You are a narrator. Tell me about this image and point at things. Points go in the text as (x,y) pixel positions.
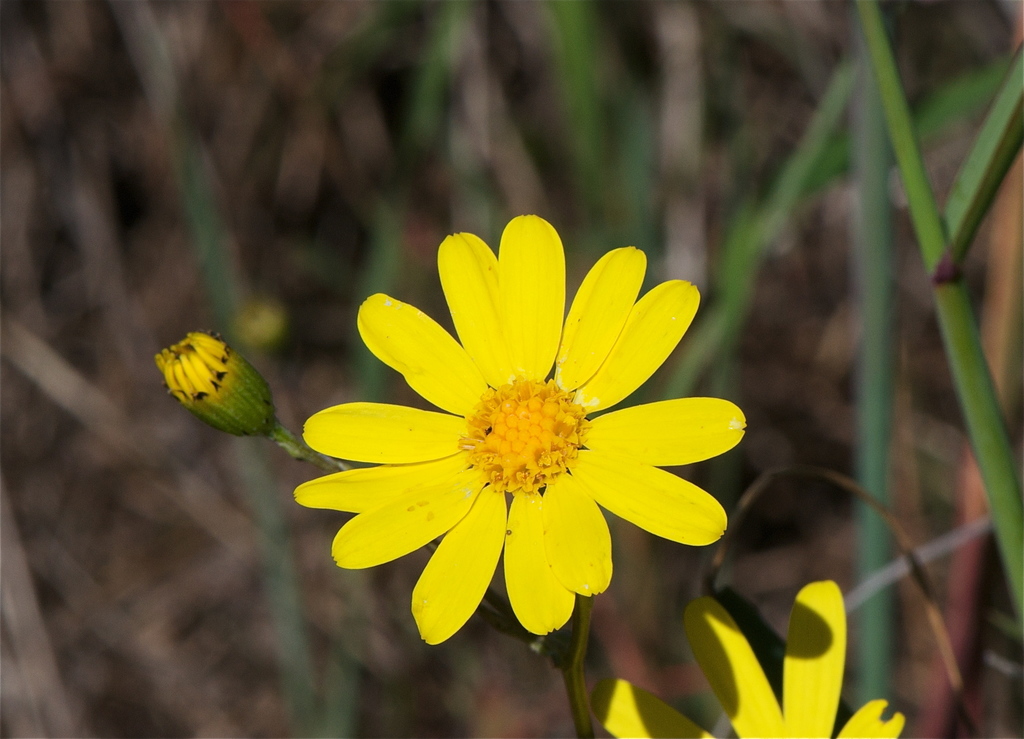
In this picture I can see some yellow color flowers (550,498). The background of the image (282,225) is blurred.
